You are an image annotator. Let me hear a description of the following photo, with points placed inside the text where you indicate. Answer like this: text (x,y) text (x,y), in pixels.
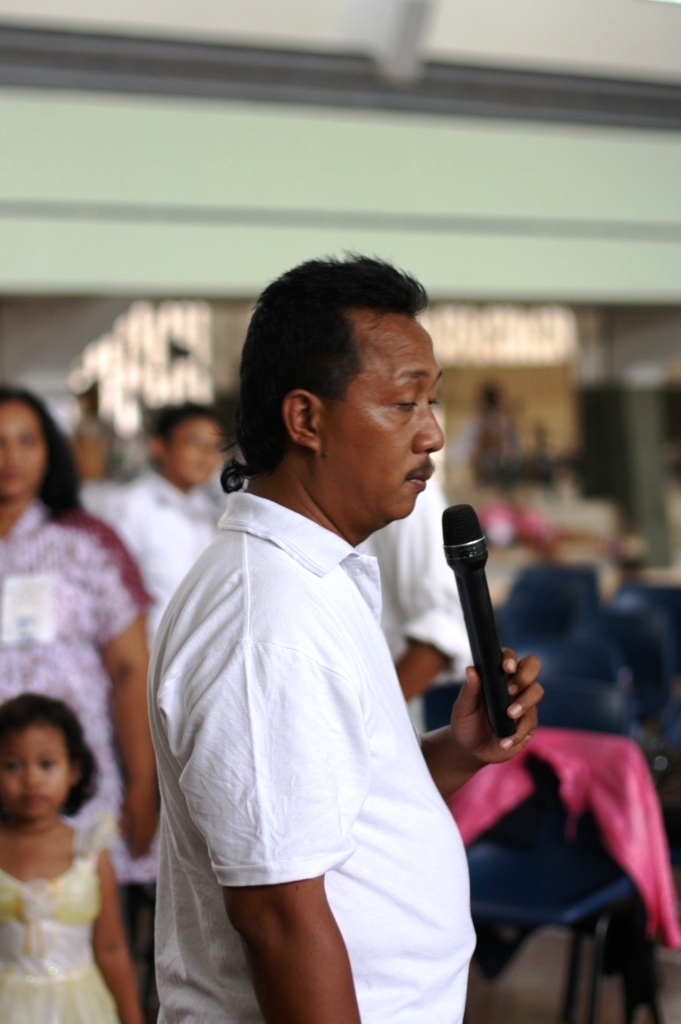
In this image there is a man (288,816) who is wearing a white t-shirt (386,770) and he is holding a mic (474,529). On the bottom left corner (99,829) we can see a girl (22,880) who is wearing a yellow dress (35,941), behind her there is a woman (79,579) who is standing position. In the right side (545,579) we can see a blue color chairs (521,624). On the background (188,405) there is a group of people (195,418) who are looking to this person (373,432).
